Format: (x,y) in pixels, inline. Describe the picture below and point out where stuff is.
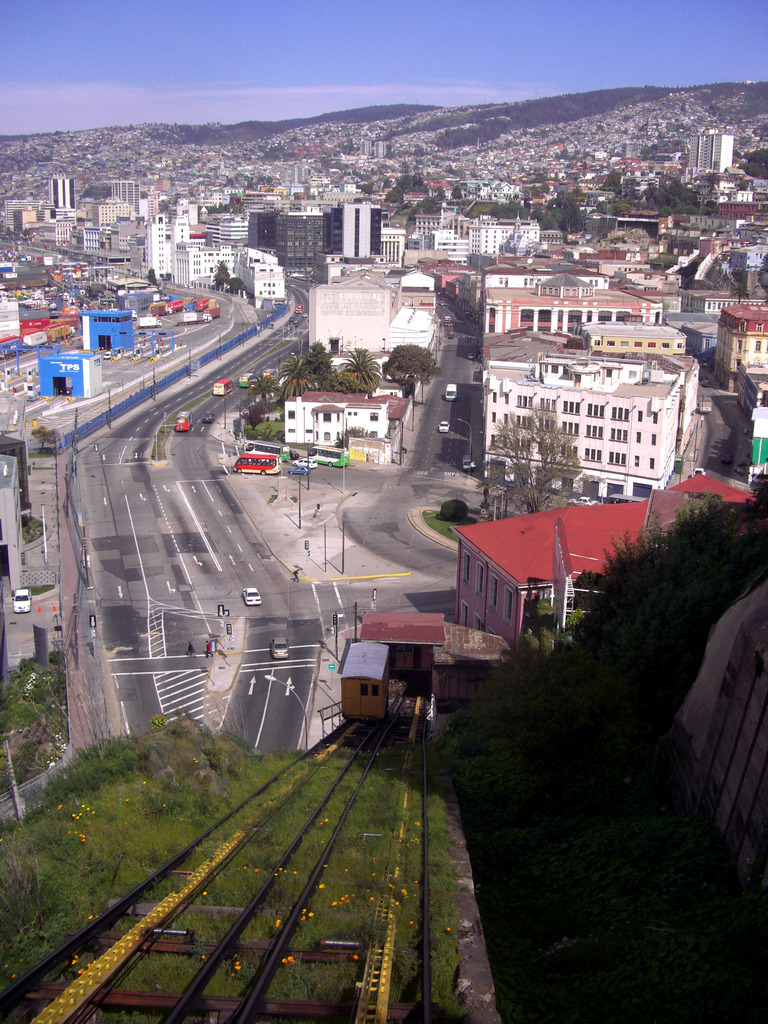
In this image I see the grass (419,802) and tracks (281,864) over here and I see the road (175,485) on which there are vehicles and I see the trees (349,383). In the background (495,343) I see number of buildings (353,282) and I see the sky (347,36).
